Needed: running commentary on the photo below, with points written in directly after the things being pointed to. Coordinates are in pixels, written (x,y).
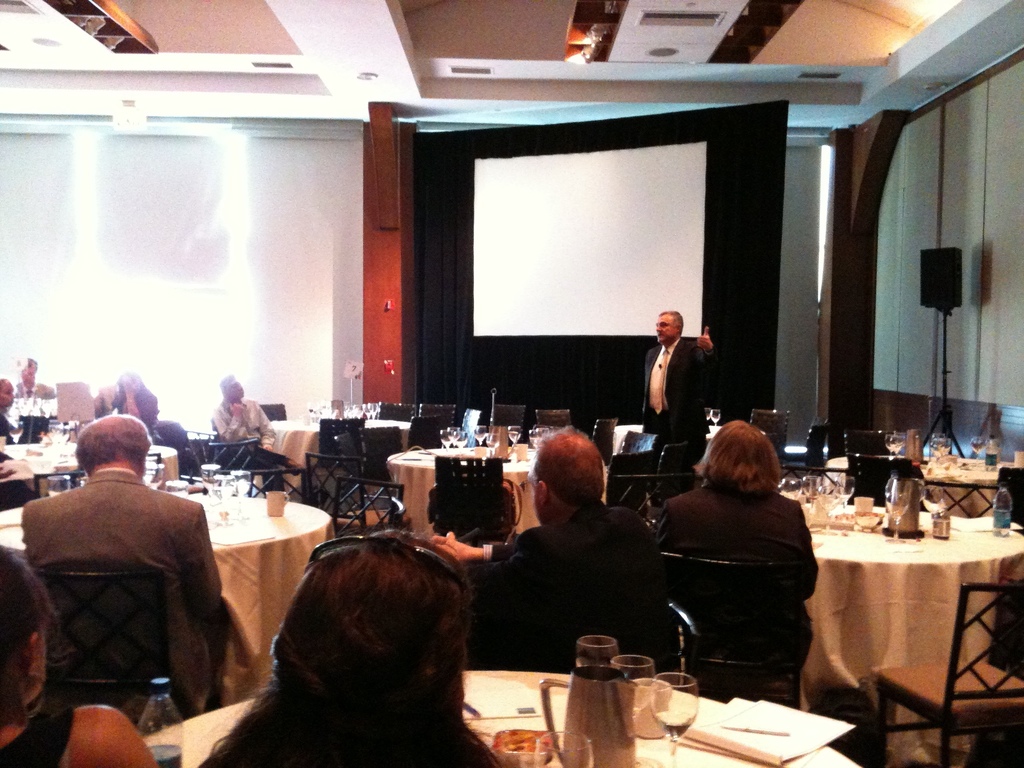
A screen (619,256) on curtain (741,262). Far this person (667,361) is standing. We can able to see chairs (386,479) and tables (220,508). On this chairs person (406,568) are sitting. On this table (466,670) there is a bowl (535,746), glasses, jar (603,720) and papers (752,719). Far there is a speaker (941,290) and stand (948,402).
